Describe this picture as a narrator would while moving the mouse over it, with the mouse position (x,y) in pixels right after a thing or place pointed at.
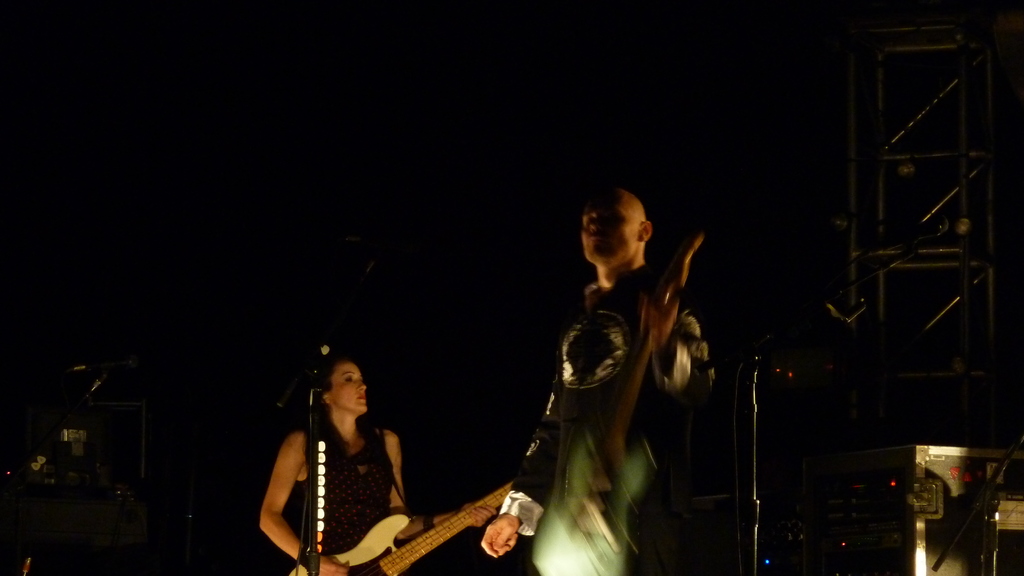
The person (573,378) in the right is standing and holding a guitar (609,444) and the women (376,449) in the left (337,467) is playing guitar (393,528).
